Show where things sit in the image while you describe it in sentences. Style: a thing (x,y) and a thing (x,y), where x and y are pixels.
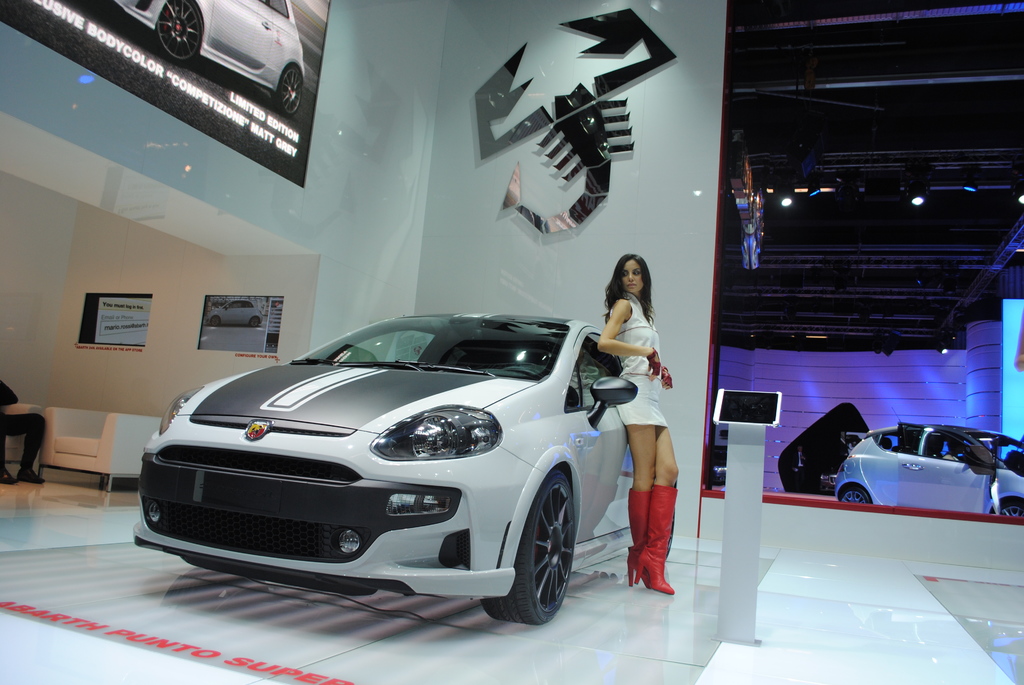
In the picture we can see a car showroom (775,519) with a car (443,466) on the floor (950,575) which is white in color and some black color to it and a woman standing and leaning to it and she is wearing white top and red boots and in the background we can see a wall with a scorpion sculpture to it and beside the car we can see some sofa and a person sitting on it and on the other side we can see another car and behind it we can see a wall (953,380) with blue color light focus (953,401) to it and to the ceiling (992,156) also we can see some lights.
